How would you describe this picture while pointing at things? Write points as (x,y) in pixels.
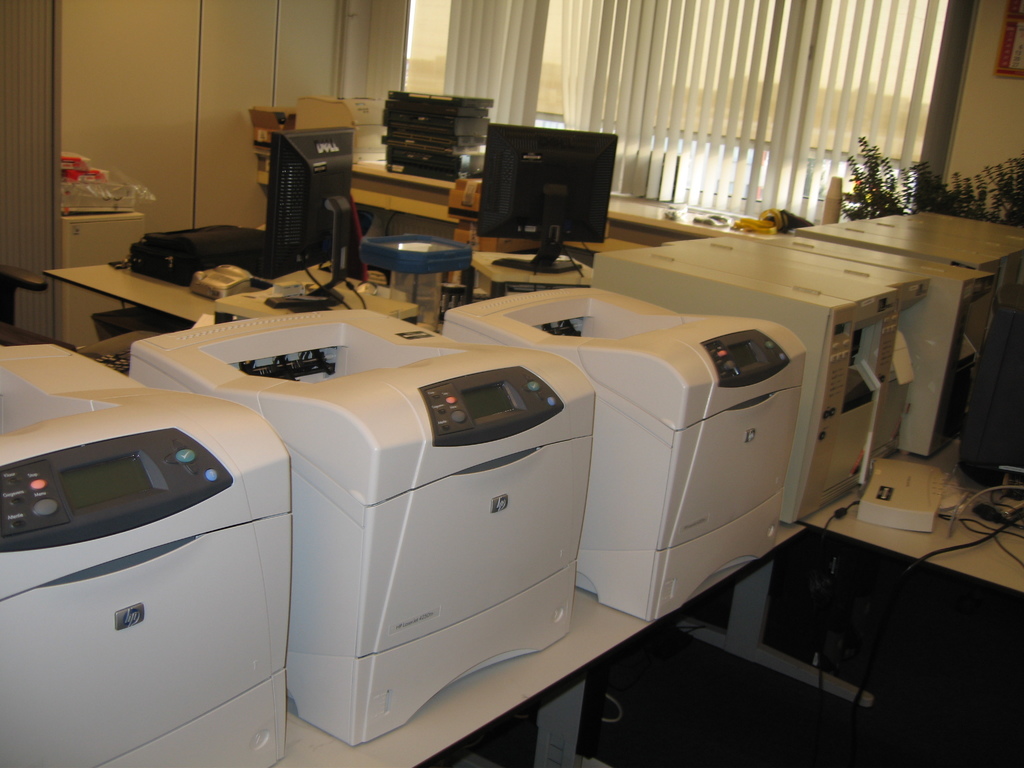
In this image we can see there are few objects (731,418) on the table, behind this table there are few other tables (212,304) with monitors (271,266), files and few other objects (389,140) on top of it, there is a window (764,70), cupboard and a wall (958,114).
